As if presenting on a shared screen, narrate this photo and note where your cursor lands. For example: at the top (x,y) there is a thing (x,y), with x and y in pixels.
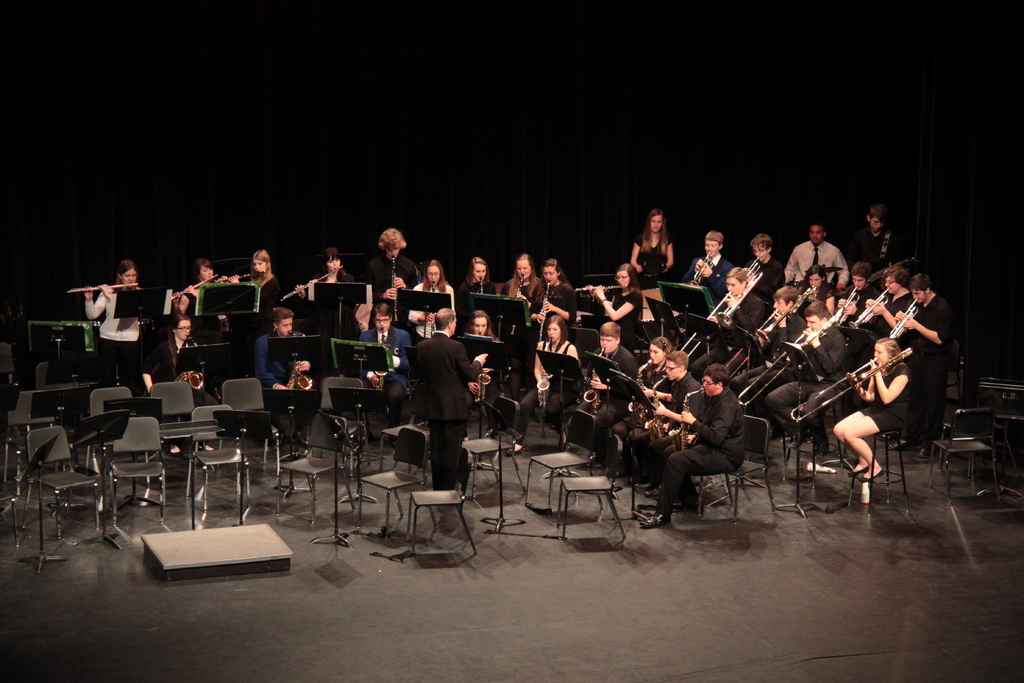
In this image we can see people (796,425) are sitting on the chairs (590,410) and they are playing musical instruments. Here we can see a person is standing on the floor (467,662). There is a dark background (851,167).
